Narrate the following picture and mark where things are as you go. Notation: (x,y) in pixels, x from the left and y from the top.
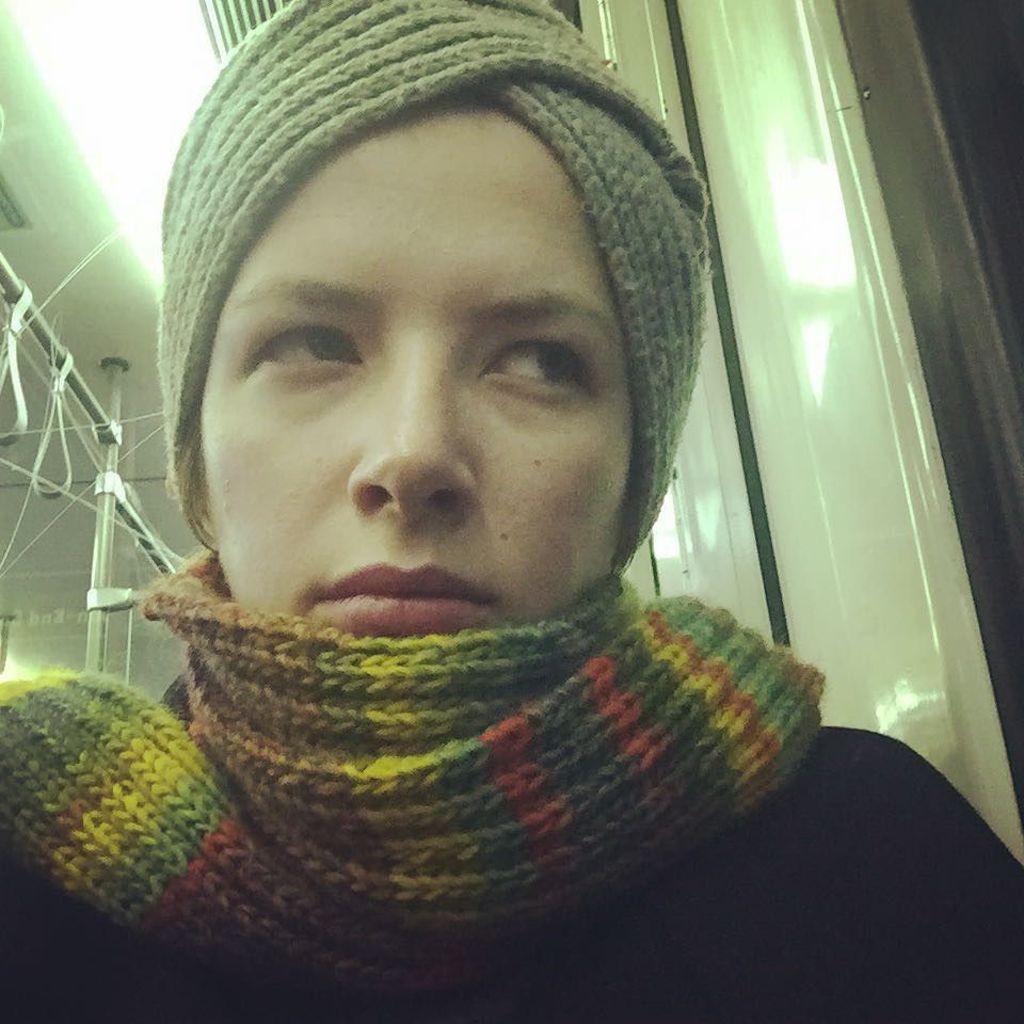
This person (486,141) wore a scarf (410,739). These are rods (89,395).
